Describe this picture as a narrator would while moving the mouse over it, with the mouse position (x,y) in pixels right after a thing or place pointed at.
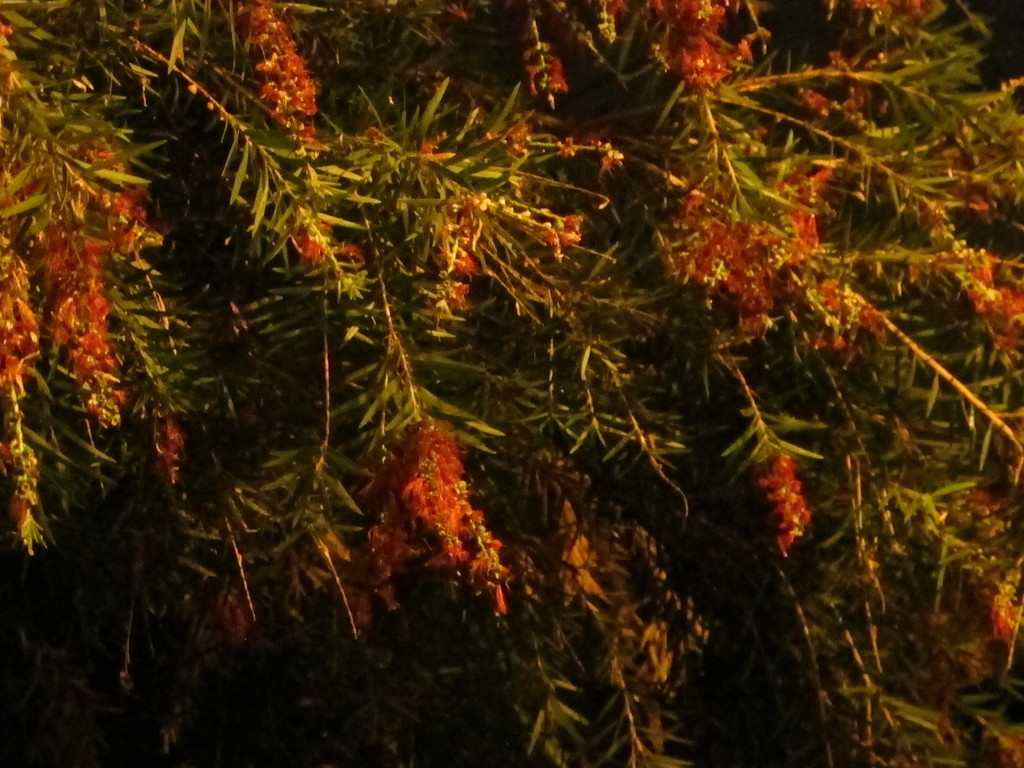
This image consists of a tree (913,370). To which there are flowers (5,387) in red color.
